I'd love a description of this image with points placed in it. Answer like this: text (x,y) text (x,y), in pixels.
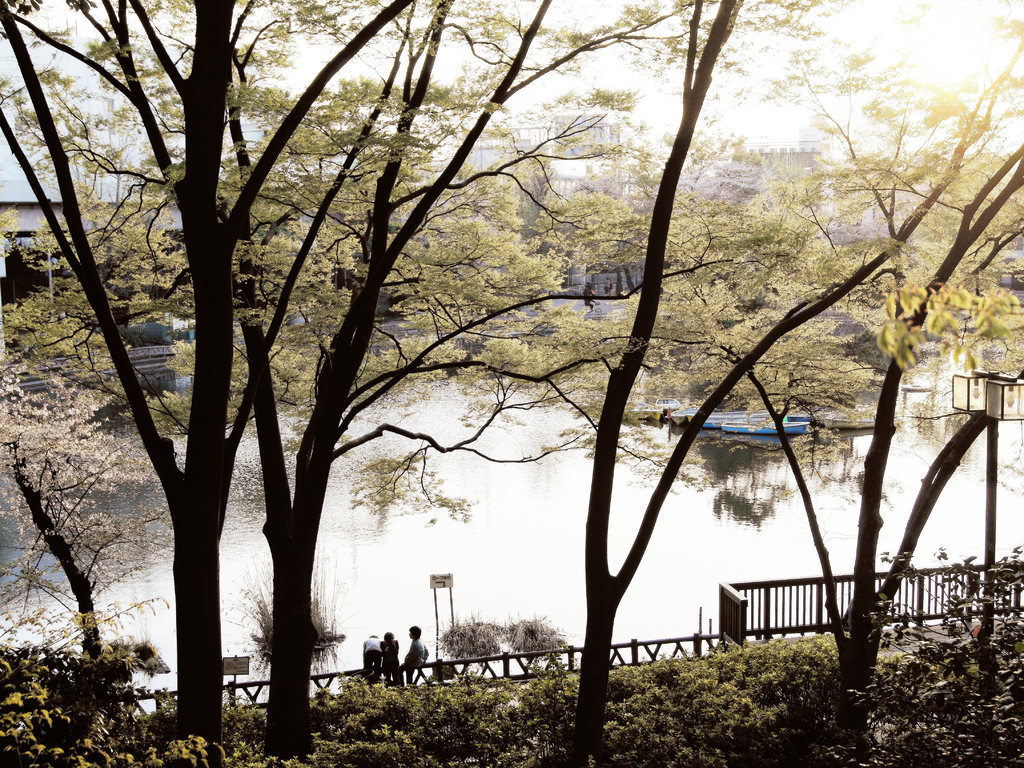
In this image we can see the canal (514,525), there are many boats (732,420) in the canal (682,511). There are so many buildings (556,173) and one bridge (161,353) is there. One park (368,735) is there, around that park (68,673) fence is there, so many big and small trees (77,552) are there. One pole light (995,423) and the two boards (236,662) are there in that park (349,697). Three persons (422,657) are there, one is sitting on that fence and two persons (386,657) are standing. Some bushes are there in the water (524,535).
